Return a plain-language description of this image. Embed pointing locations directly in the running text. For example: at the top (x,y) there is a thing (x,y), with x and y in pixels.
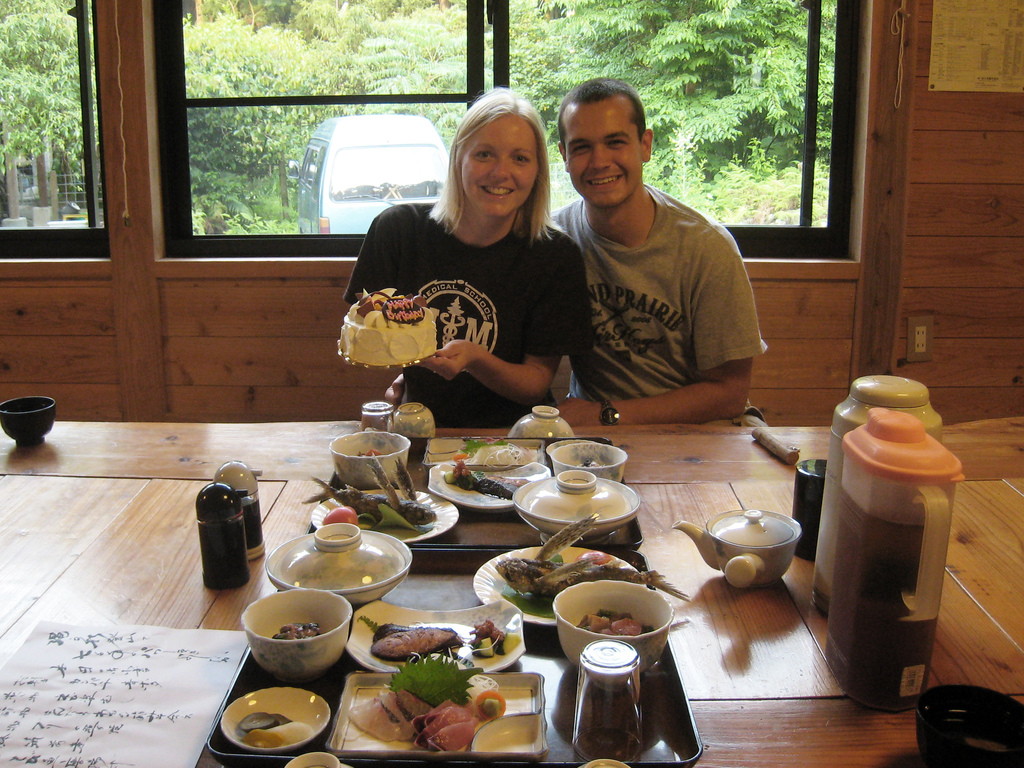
In the picture I can see a woman (521,190) wearing a black color T-shirt (535,290) and she is holding a cake (402,359) in her hands (400,386). There is a man (714,226) beside her. In the foreground (684,583) I can see the wooden table (781,467) on the floor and there are two serving plates (678,722) on the table (750,728). I can see the dish bowls (378,582) and plates (532,458) on the serving plates (553,654). In the background (279,195), I can see the glass windows (165,211), a car (365,151) and trees (289,43).
